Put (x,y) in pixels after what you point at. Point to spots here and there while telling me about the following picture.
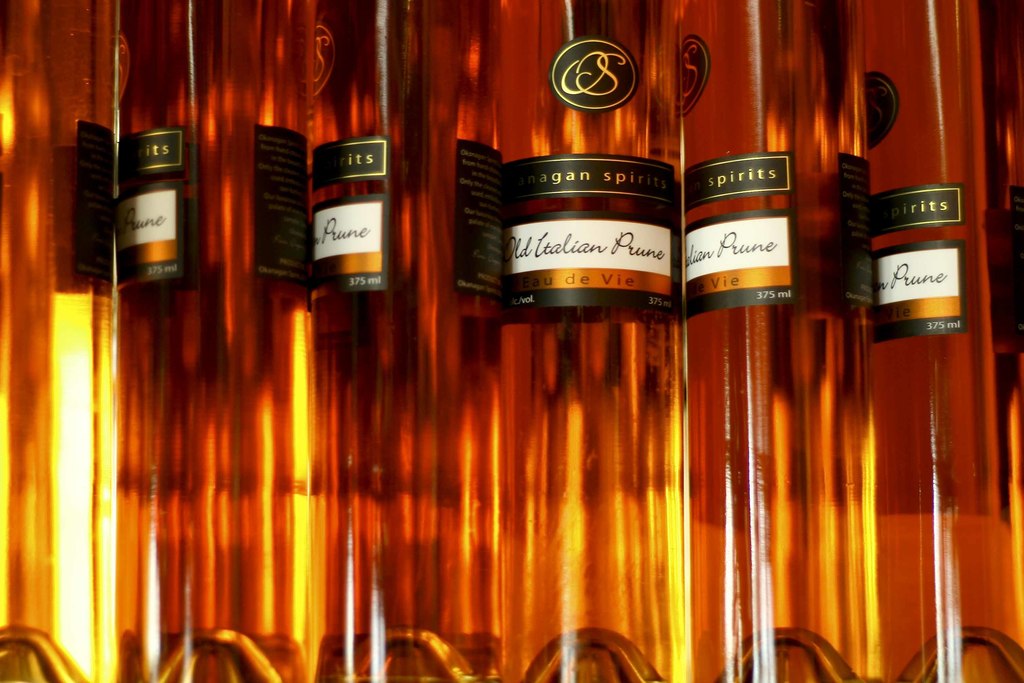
In the image we can see there are wine bottles (519,270).
